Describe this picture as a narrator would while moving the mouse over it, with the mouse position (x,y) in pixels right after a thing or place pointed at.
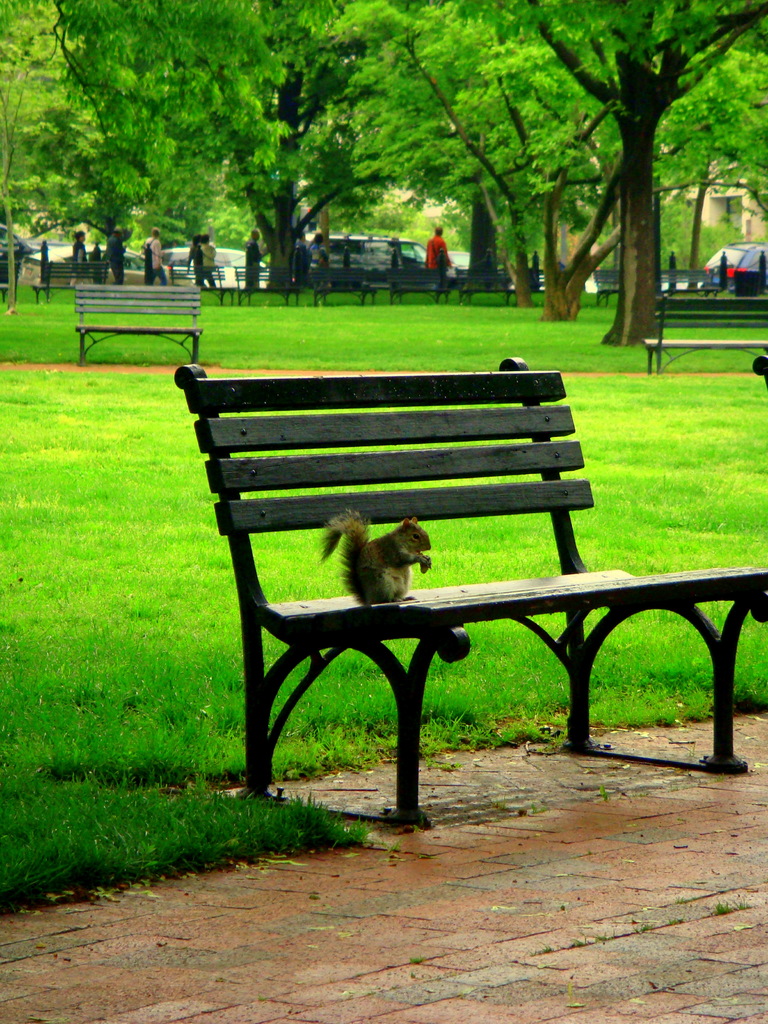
In this image I can see a bench (399,720) in the front (502,517) and on it I can see a squirrel (394,561). In the background (20,106) I can see an open grass ground (711,390), number of benches (676,342), number of trees (277,220), few vehicles (180,248) and I can also see number of people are standing on the ground (61,512).
